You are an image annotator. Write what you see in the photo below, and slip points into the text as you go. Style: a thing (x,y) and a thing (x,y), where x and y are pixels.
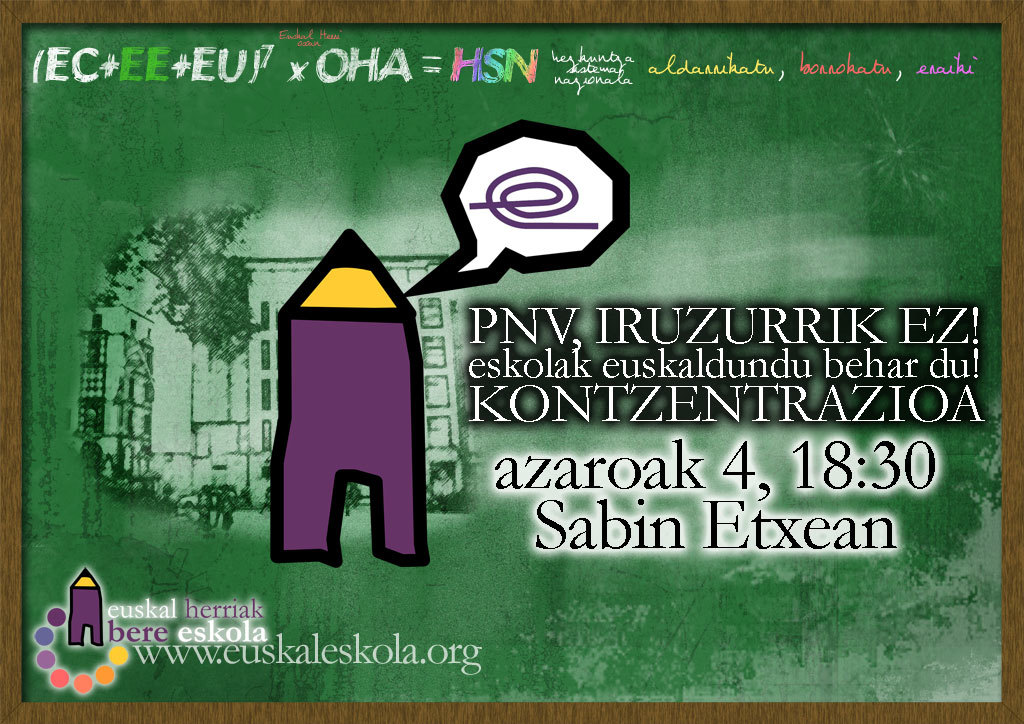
This is an advertisement. In this picture we can see the logos (321,372), building (223,371), tree (234,352) and text (807,462). In the background of the image (211,524) we can see the green color.
